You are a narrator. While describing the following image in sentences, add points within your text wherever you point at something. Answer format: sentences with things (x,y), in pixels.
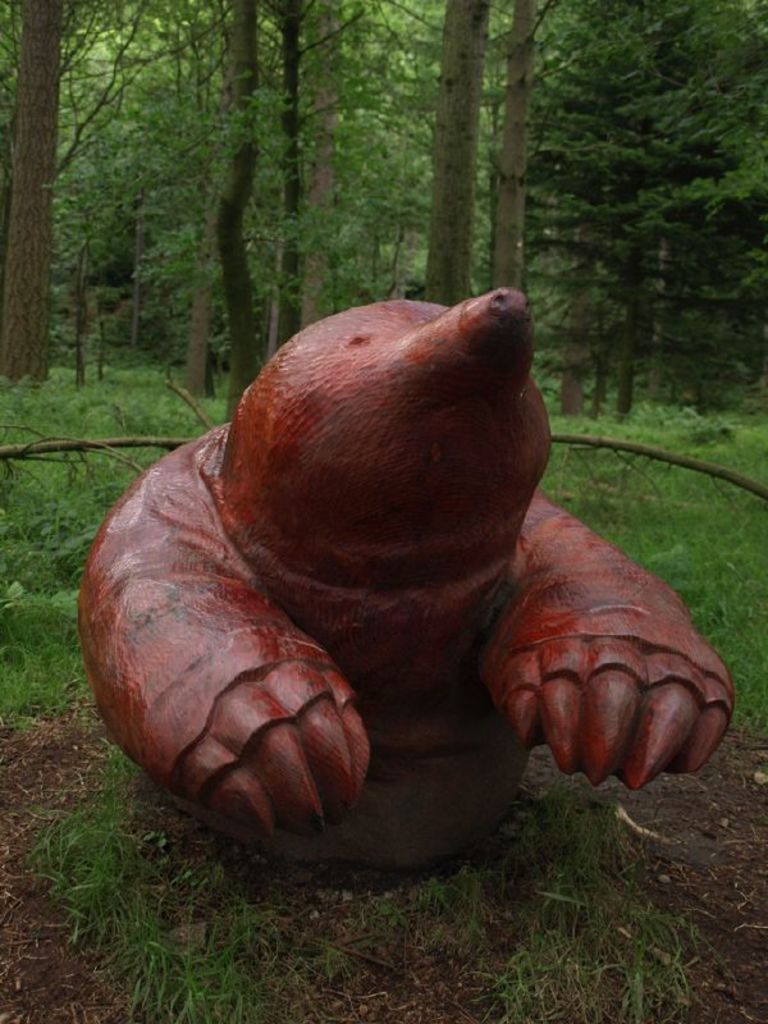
In this image I can see a forest (449,131) and I can see trees (80,163) and I can see a red color sculpture (275,695) of an animal (203,743) visible in the middle (269,624).
